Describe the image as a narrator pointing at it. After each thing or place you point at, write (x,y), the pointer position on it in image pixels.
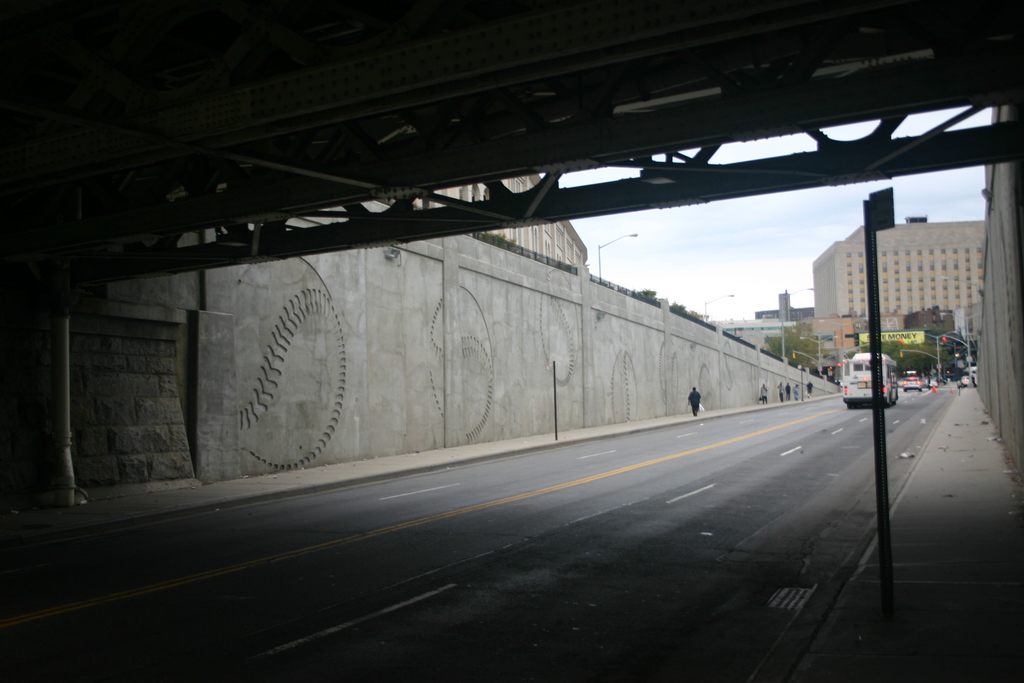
In the image there are few vehicles (872,393) going in the front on the road (684,516), this is clicked from under a bridge (45,36), in the back (924,294) there are buildings (933,316) with trees (932,348) in front of it and above its sky (741,242).
